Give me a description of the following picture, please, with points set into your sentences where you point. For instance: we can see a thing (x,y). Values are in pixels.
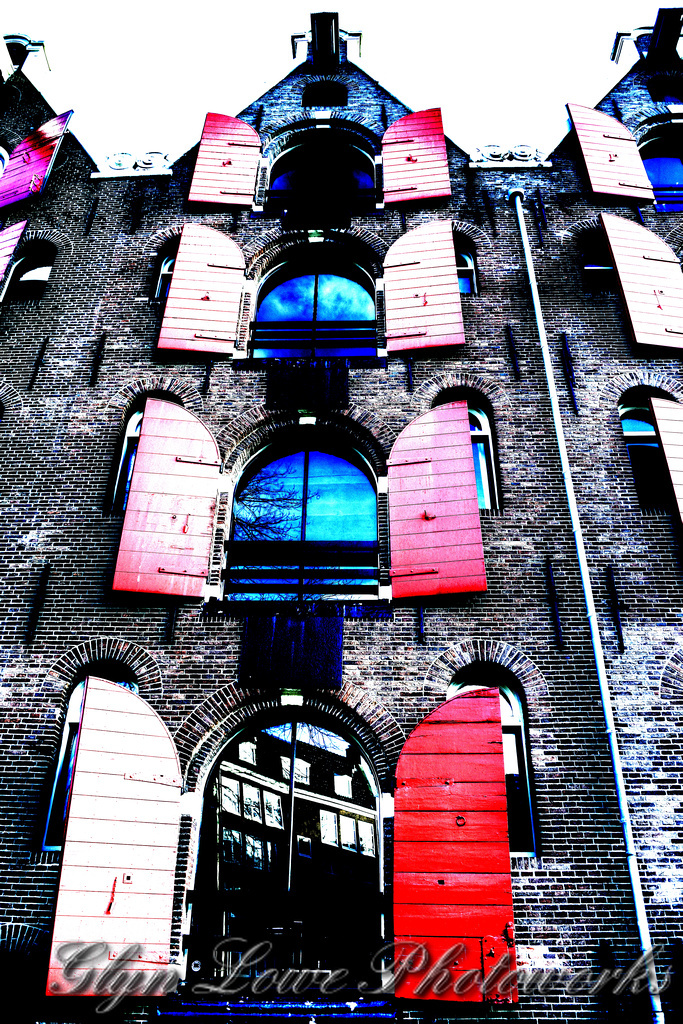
This is an edited picture. In this picture there is a building (429,428), to the building (272,423) there are doors (624,241) and windows (667,85). At the bottom (58,989) there is some text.
